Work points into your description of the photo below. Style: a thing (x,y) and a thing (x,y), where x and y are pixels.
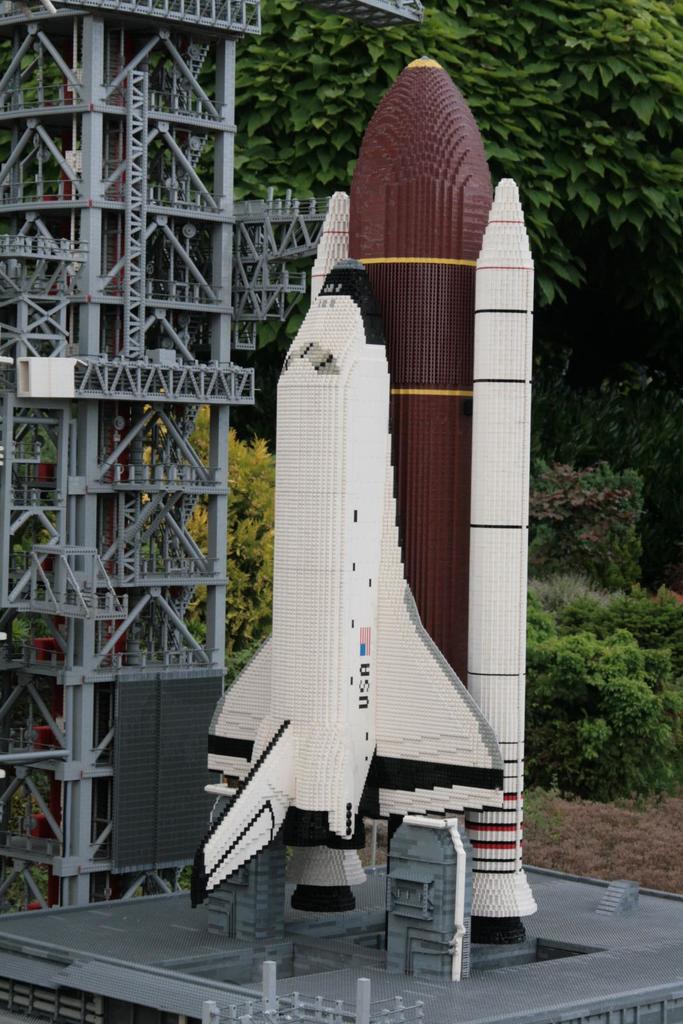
In this image we can see the space shuttle (370,336) which looks like an artificial space shuttle (221,757) and in the background (478,86), we can see some plants (375,27) and trees (46,170).
